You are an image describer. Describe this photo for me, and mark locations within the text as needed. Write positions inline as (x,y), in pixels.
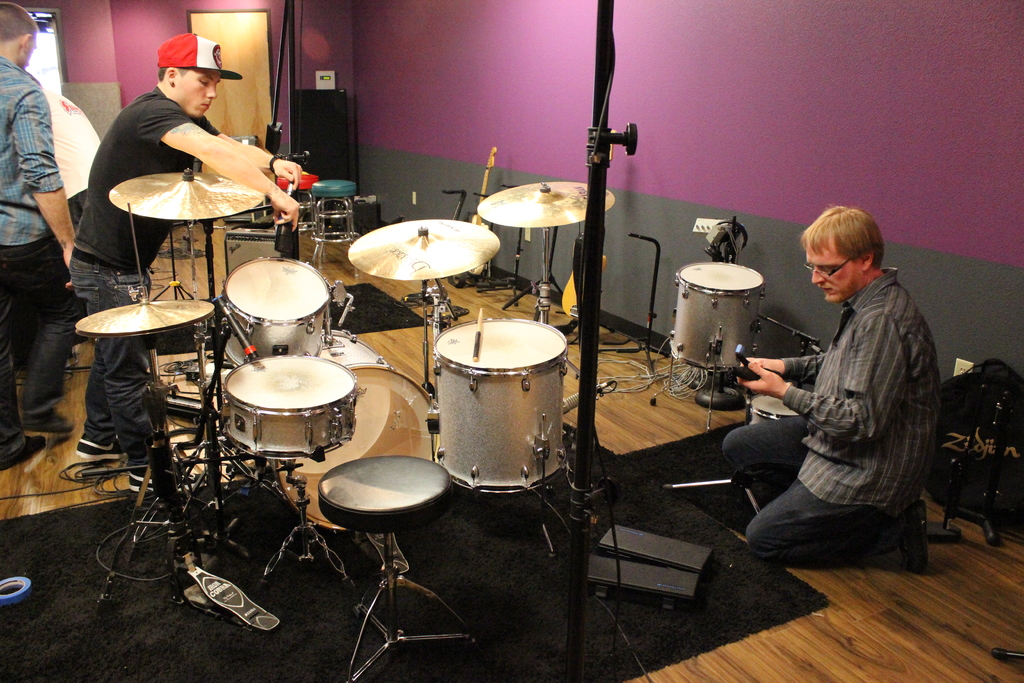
In this image we can see a man (819,394) sitting on his knees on the floor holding an object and some people (113,455) standing on the floor (74,463). We can also see some musical instruments (371,444) with the stands (306,506), a stool (336,486), a tape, wires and some objects (1023,522) on the floor (1009,591). On the backside (238,260) we can see a speaker box (325,153) and a door (226,111).
